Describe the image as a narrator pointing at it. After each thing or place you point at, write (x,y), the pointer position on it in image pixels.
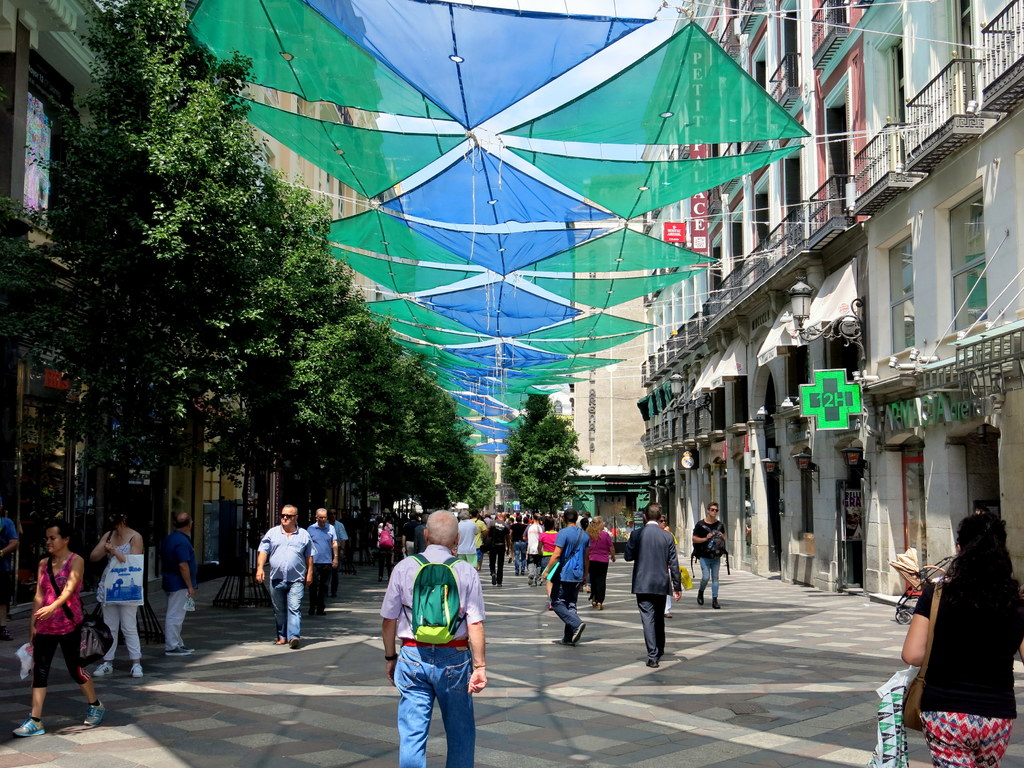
In this picture there are people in the center of the image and there are trees (306,333) on the left side of the image (195,329) and there are shops (732,457) in the image, it seems to be the road side view.
